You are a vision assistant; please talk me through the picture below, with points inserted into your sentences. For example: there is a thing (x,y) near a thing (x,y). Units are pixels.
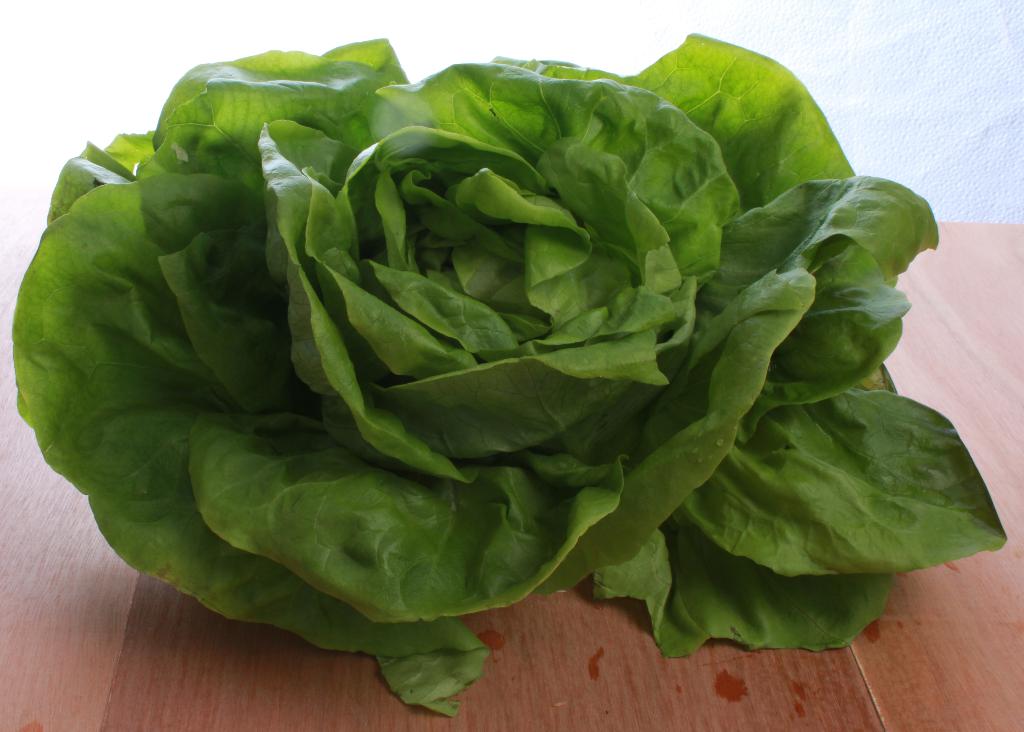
In this picture i can see leaves (454,391) on a wooden surface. The background is white in color.
